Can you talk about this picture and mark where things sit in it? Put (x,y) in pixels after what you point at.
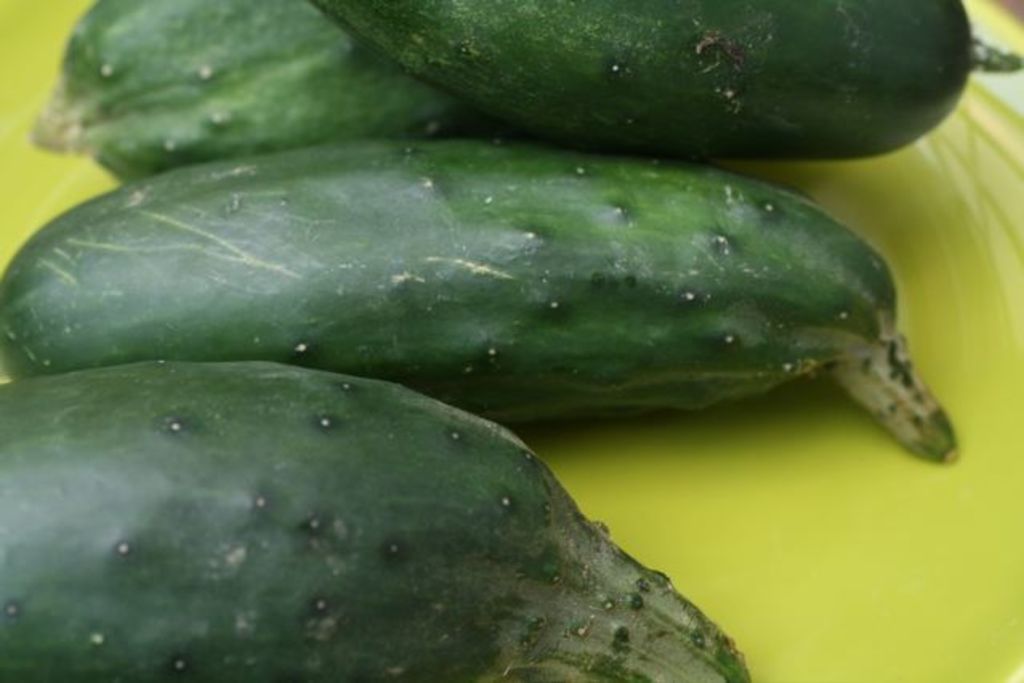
As we can see in the image, there are green colored cucumbers (348,375).
